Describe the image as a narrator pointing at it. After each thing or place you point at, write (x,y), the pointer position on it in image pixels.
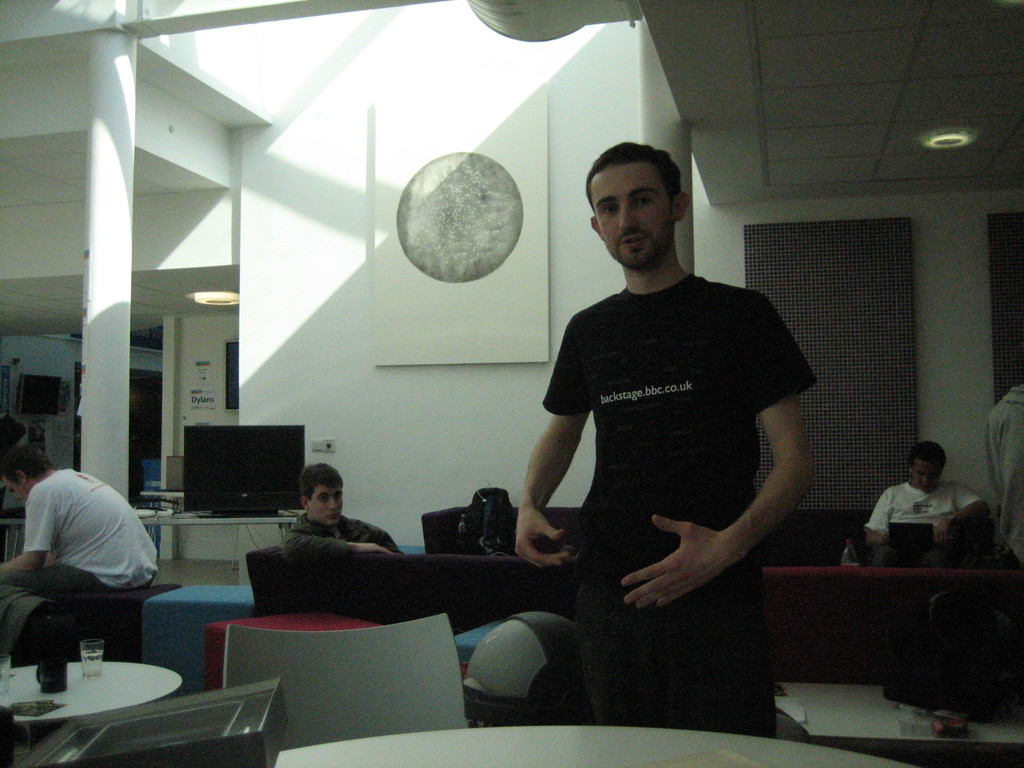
In this image i can see right side (956,499) a person (963,510) sit on the chair (840,541) and wearing a white shirt (912,508) and back side of him there is a wall (943,398), and left side (87,542) a person (121,537) sit in the chair (88,600) wearing a white shirt (56,528). And back side of him there is a wall (39,428) and TV monitor (43,393) attached to the wall (62,430). And Just near to the person (114,509) there is a table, on the table (198,523) tv monitor (218,468). On the left corner (71,667) there is a another table (80,710). on the table (69,704) there are the teacups (63,681) and water glass (87,657) kept on the table (115,664). And in front (332,686) there is a chair (345,681) kept on the floor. and there is a sofa set (432,583) on the sofa set (443,563) a bag (482,534) kept and on the sofa set (444,531) a man (346,546) sit wearing a gray color t- shirt (323,538).
